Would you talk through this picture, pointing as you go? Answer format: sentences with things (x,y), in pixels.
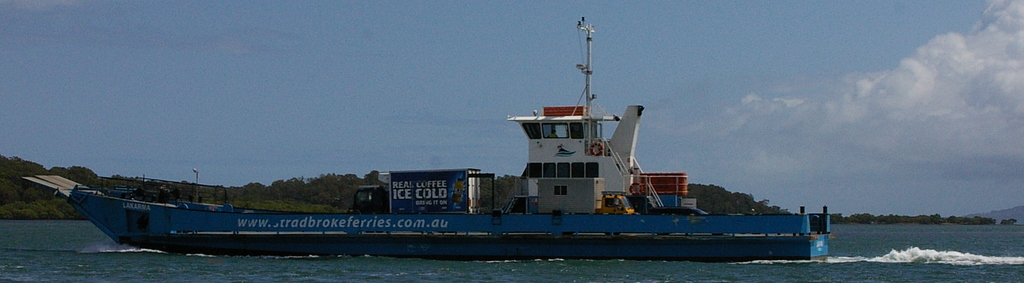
In this image, we can see a ship (567,225) on the water (439,265). There is a hill (750,209) in the middle of the image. At the top of the image (414,57), we can see the sky (641,40).
